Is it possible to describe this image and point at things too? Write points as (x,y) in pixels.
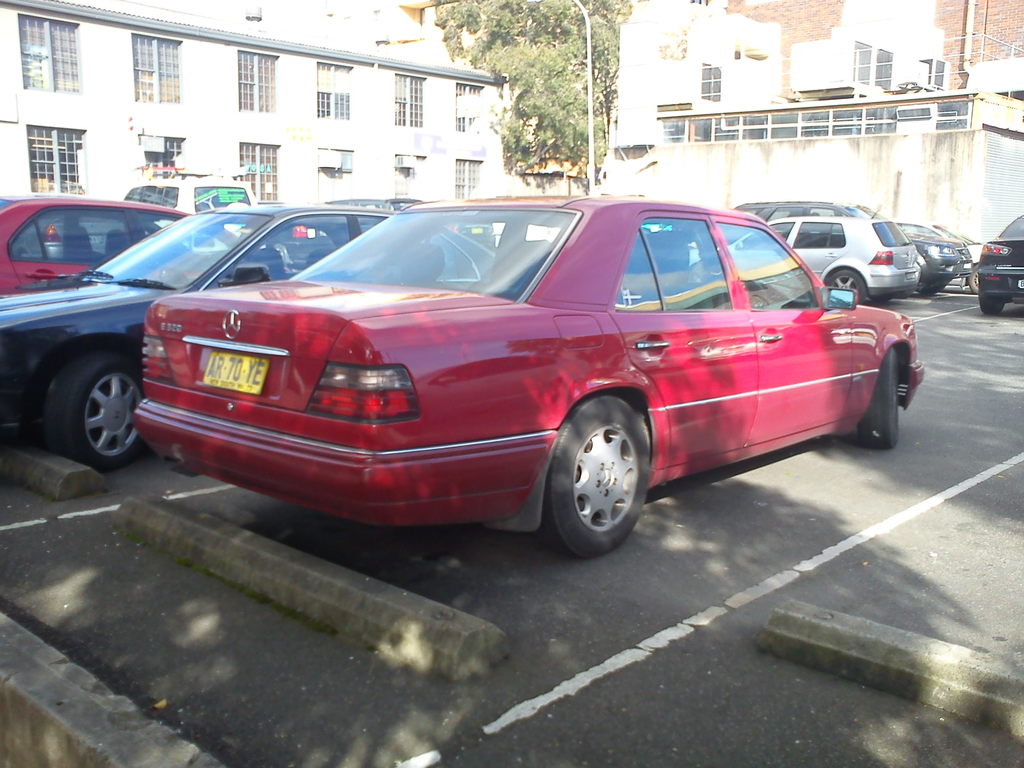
In this picture there are cars (617,293) on the road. In the background (593,136) there is a tree (570,120), there is a pole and there are buildings (812,154).
